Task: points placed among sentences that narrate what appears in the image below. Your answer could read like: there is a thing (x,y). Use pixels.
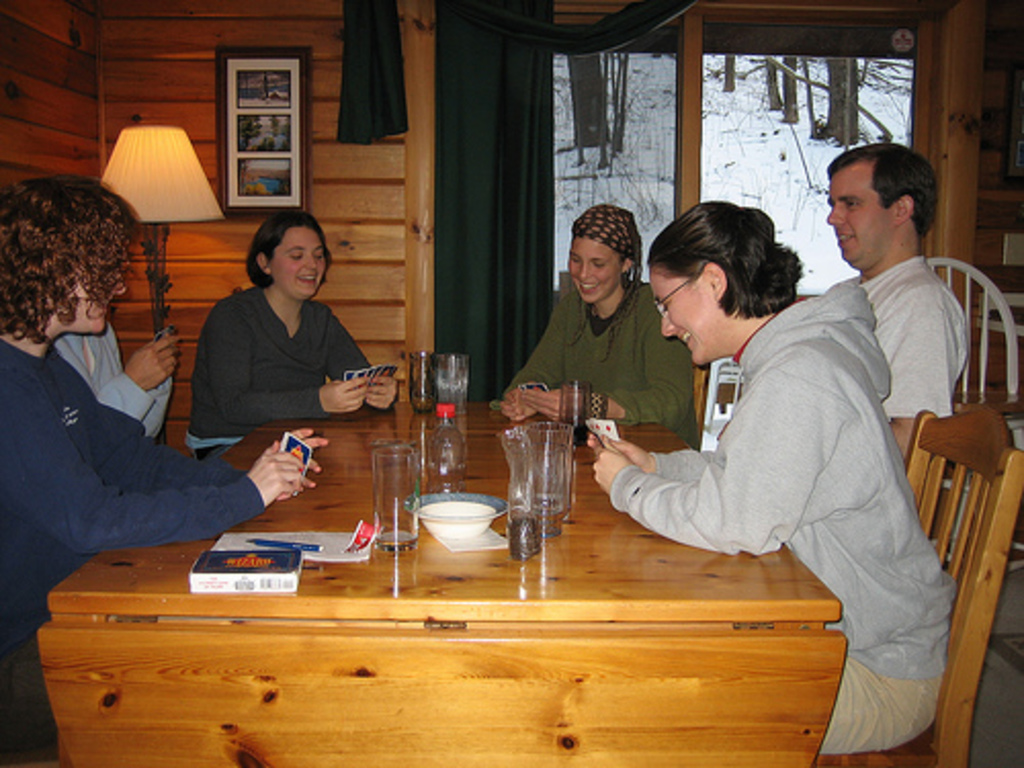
In this picture there are group of people (780,537) sitting on the chair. There is a bottle (440,457), glass (405,487), book (272,564), pen (278,546), paper (361,550), bowl (432,523) on the table (428,490). These people (291,474) are playing cards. There is a lamp (178,199), frame (240,178) and a green curtain (466,211) at the background (514,267).
